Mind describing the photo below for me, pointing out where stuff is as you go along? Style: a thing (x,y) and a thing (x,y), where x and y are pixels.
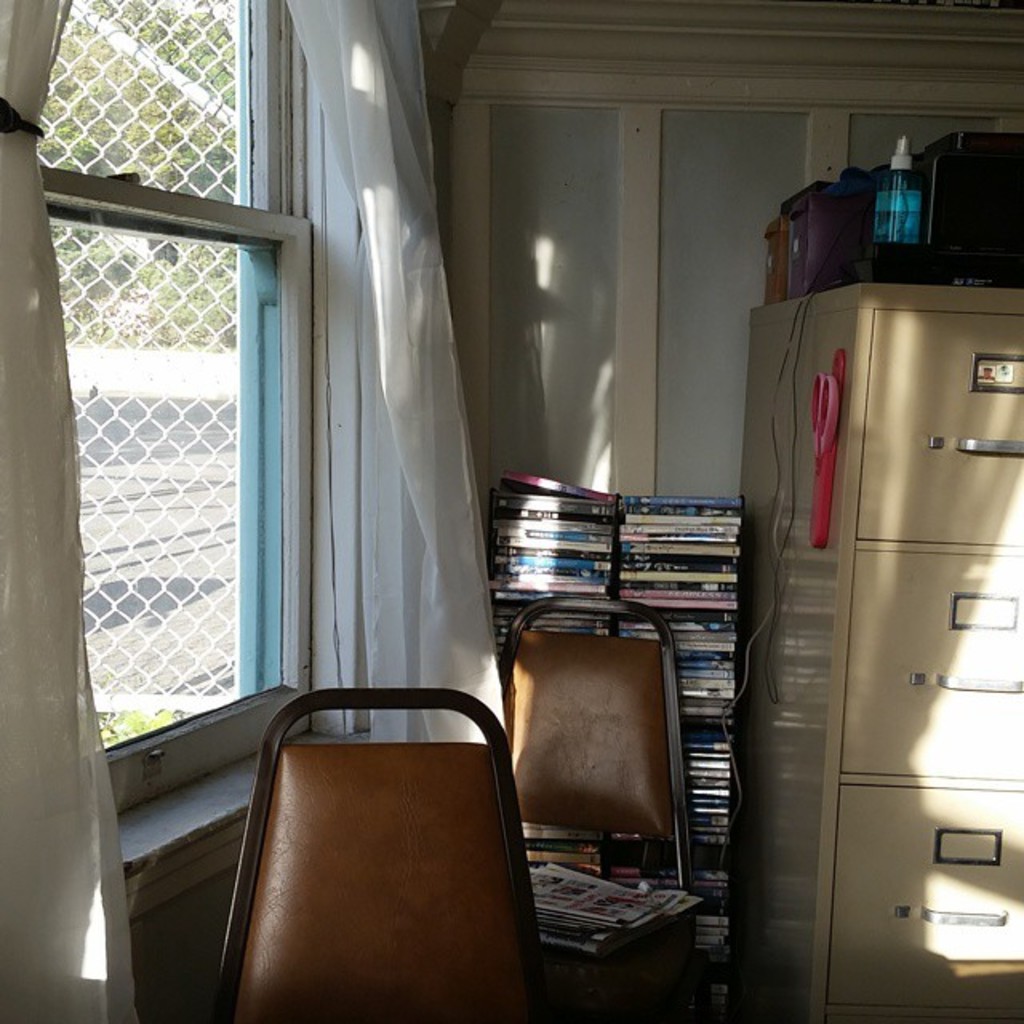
In this picture we can see chairs (463,839), newspapers (629,906), books (690,718), cupboard (908,416), scissor (827,414), bottle (880,204), boxes (853,240), wall (550,336), window (225,326) with curtains (27,464) and from window (193,534) we can see the road (143,427) and trees (116,107).
